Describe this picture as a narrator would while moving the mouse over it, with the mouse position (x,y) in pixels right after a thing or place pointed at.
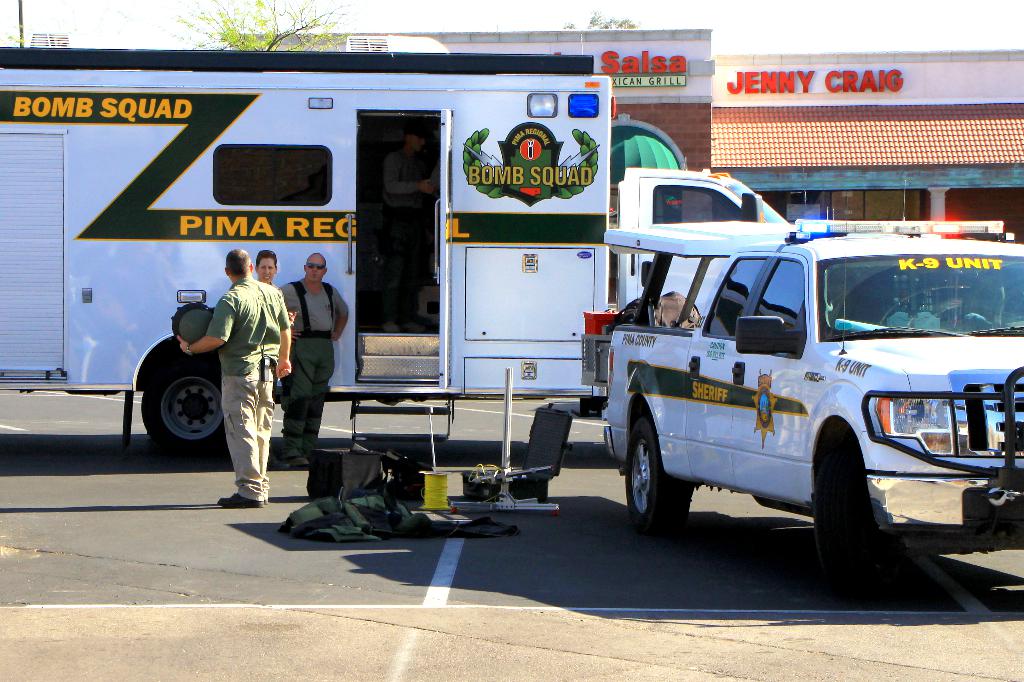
In the center of the image (538,379) there is a truck (97,342). There is a person (241,503) standing on the road (684,587). There is a car (945,237) to the right side of the image (878,343). In the background of the image (741,91) there is a house (300,42).
